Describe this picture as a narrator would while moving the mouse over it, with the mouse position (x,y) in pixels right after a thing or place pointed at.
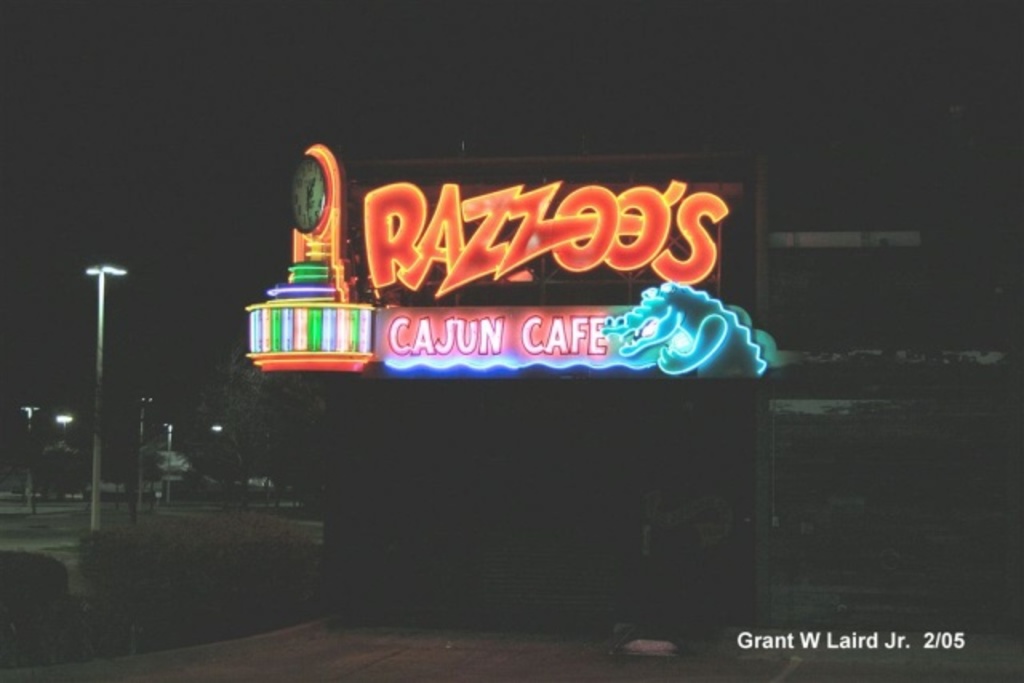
There is an advertising text board (450,257) is present in the middle of this image (574,337). We can see trees (217,437) and poles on the left side of this image (131,438) and it is dark in the background (554,90). There is a watermark (807,644) in the bottom right corner of this image (841,637).
